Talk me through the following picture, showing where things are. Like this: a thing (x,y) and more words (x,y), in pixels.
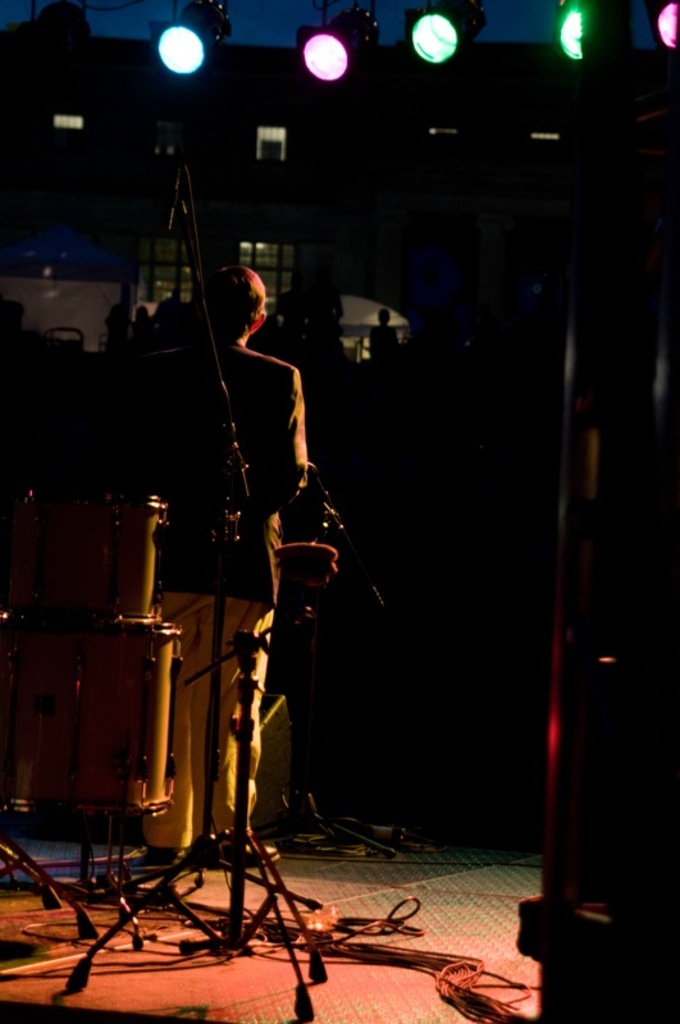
In the picture we can see a person (249,517) standing on stage (25,846) playing musical instrument (149,622), there are drums (143,625), in the background of the picture (287,232) there is building (534,149) and top of the picture (212,39) there are lights (458,17).
